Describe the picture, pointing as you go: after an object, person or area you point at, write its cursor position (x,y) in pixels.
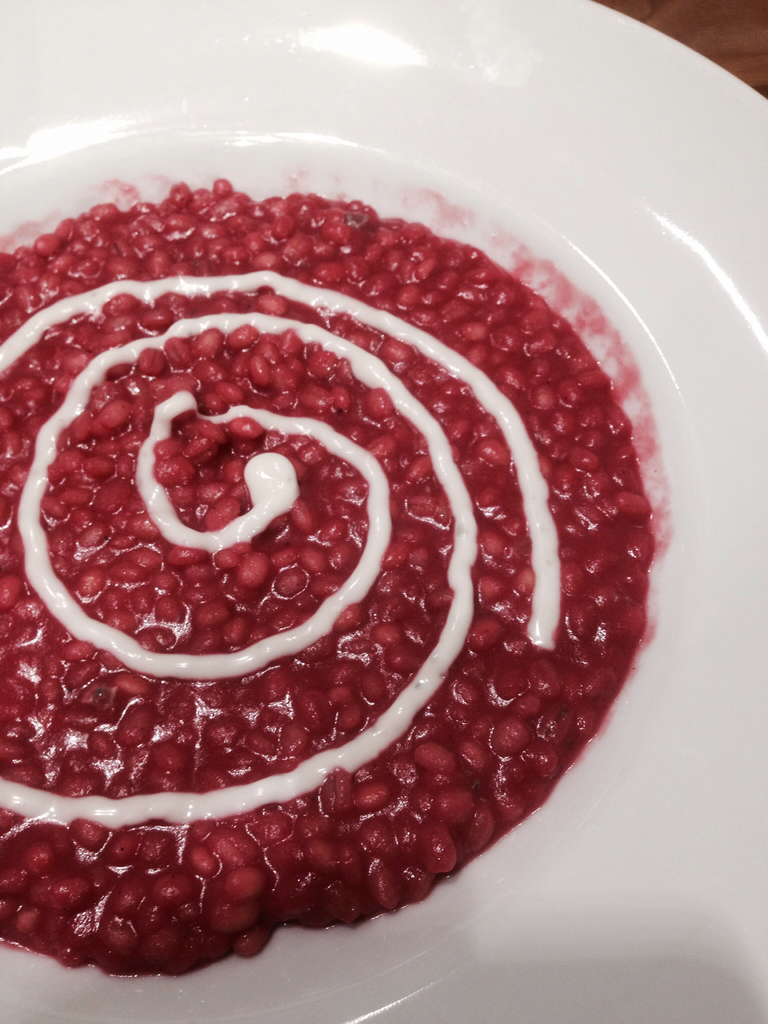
This is a zoomed in picture. In the center (296,448) there is a white color plate (451,45) containing some food item (308,583). In the background (701,29) we can see an object (724,28) seems to be a table (724,0).
